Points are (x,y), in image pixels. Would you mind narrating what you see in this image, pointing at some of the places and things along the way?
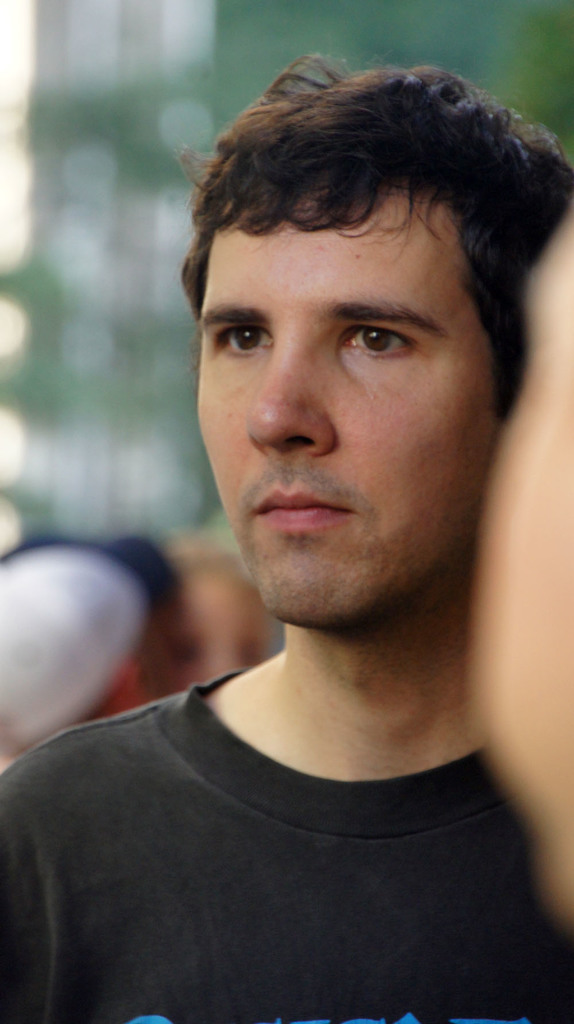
In this picture i can see a man (334,587). The man (316,800) is wearing a black color t shirt (242,947). The background of the image (565,92) is blur.
